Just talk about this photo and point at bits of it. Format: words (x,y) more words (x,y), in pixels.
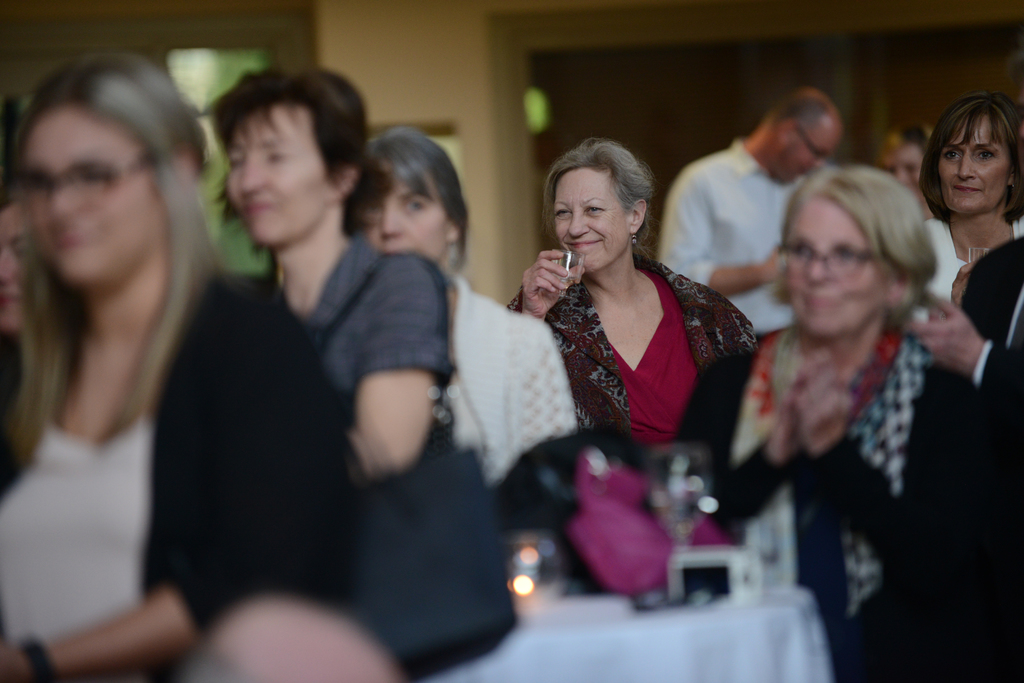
In the image there are many women (392,400) standing clapping and some are holding glass (573,286), in the back (675,243) there is a man (760,237) standing, this seems to be inside a conference hall (184,50).
